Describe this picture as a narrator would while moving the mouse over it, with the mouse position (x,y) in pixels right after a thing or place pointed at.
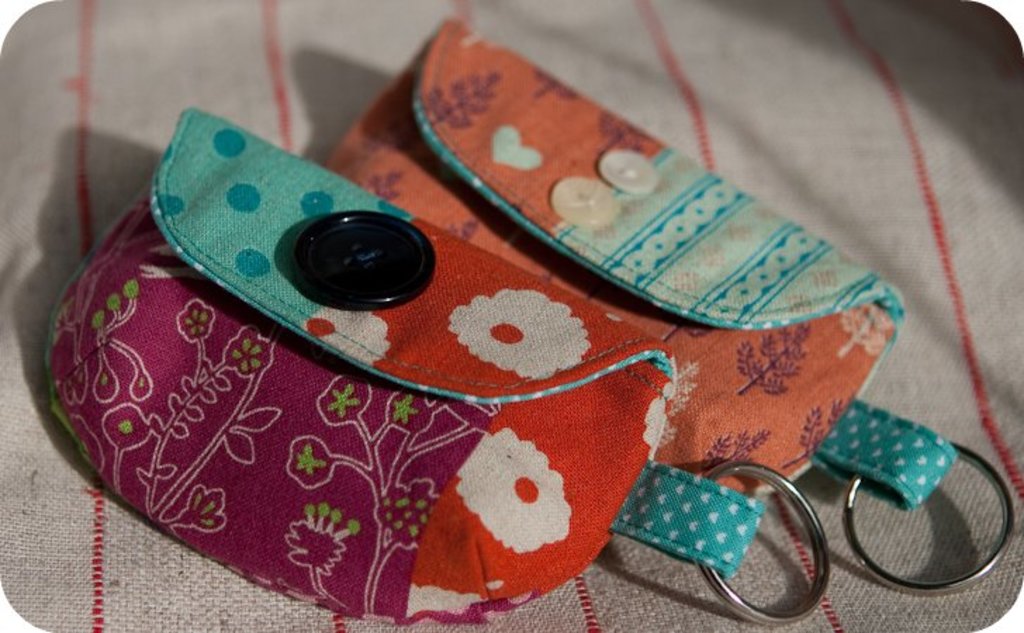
In this image we can see two pouches (680,386) placed on the mat (835,114).
